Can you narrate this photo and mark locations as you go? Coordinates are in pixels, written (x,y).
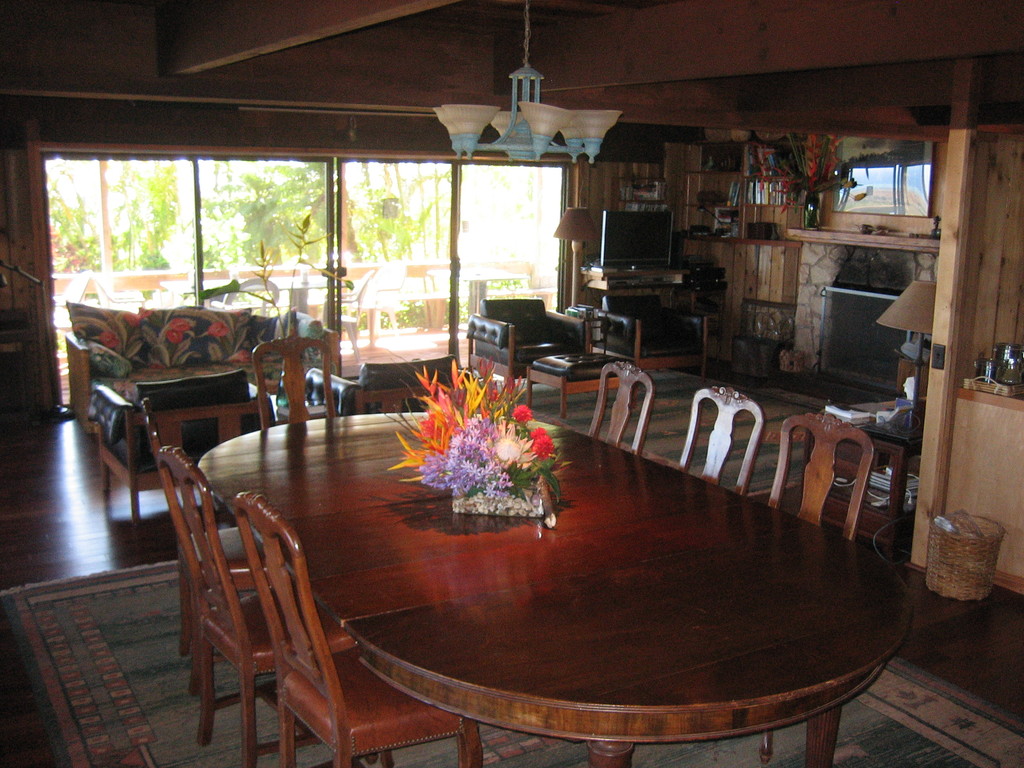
This is the picture of a room (474,358). In this image there is a flower vase (440,475) on the table (721,491) and there are chairs (195,599) and there are sofas (214,396) and there is a lamp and there is a television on the table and there are objects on the shelf (723,208). On the right side of the image (869,354) there is a dustbin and there are books (890,483) and there is a lamp (919,367) on the table (871,408) and there is a fire place (831,334). At the back (72,265) there are trees (237,264) and chairs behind the glass wall (217,265). At the bottom (170,574) there is a mat (152,696) on the floor (159,508). At the top (538,100) there are lights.
